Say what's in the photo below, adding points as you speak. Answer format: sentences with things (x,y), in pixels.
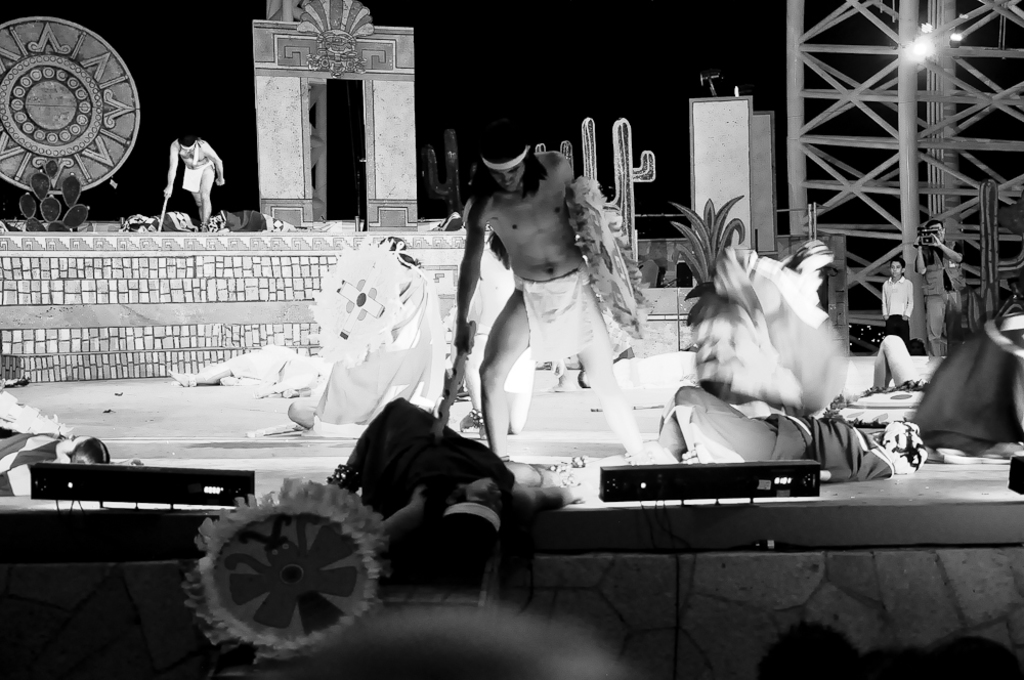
It looks like a black and white picture. We can see some people (909,306) standing and some people (736,438) are lying on the stage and a person (928,279) is holding a camera (929,237). Behind the people (925,253) there is a light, poles (929,136) and some objects (120,73).
